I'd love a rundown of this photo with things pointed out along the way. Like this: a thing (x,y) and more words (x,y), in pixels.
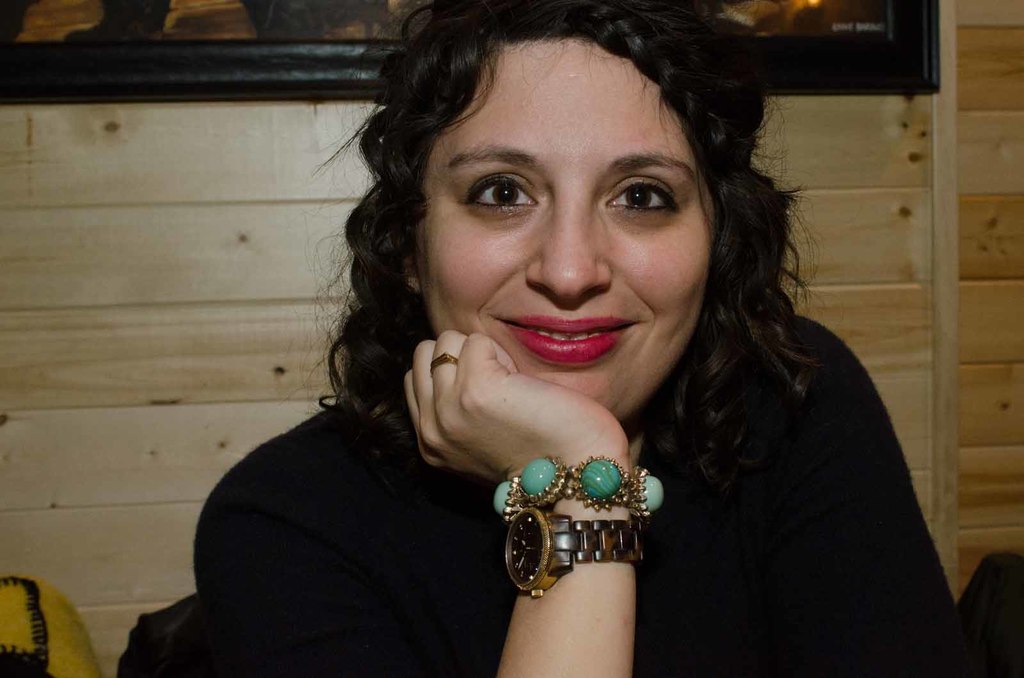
In this image there is a girl (502,463) looking to the camera, behind her there is a frame (205,95) hanging on the wooden wall (159,384).
